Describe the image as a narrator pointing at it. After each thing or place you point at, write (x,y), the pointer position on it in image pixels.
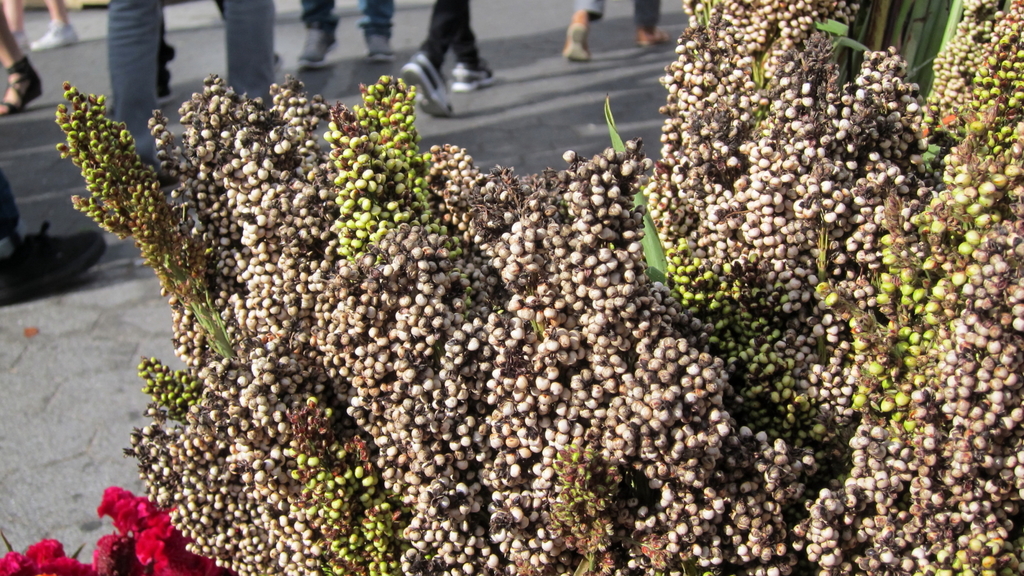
This picture is clicked outside. In the foreground (452,378) we can see the grain heads (753,202) and some flowers (132,546). In the background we can see the group of people (372,27) walking on the ground (516,66).
